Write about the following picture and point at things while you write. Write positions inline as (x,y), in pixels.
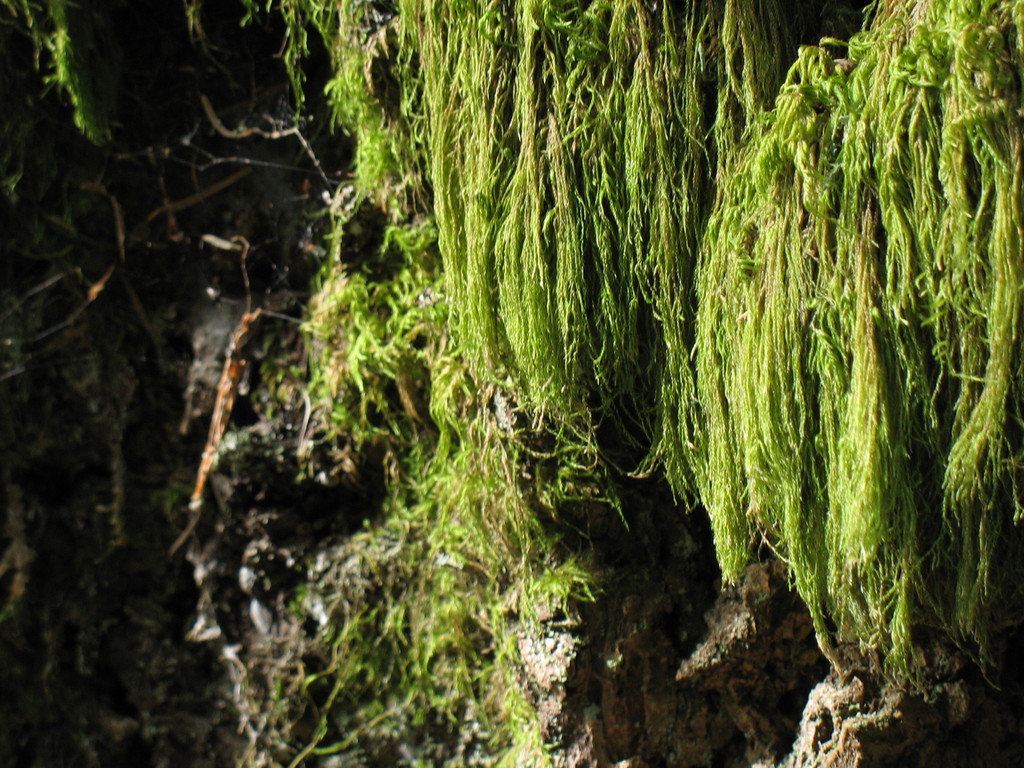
In this picture we can see some plants (403,302).
